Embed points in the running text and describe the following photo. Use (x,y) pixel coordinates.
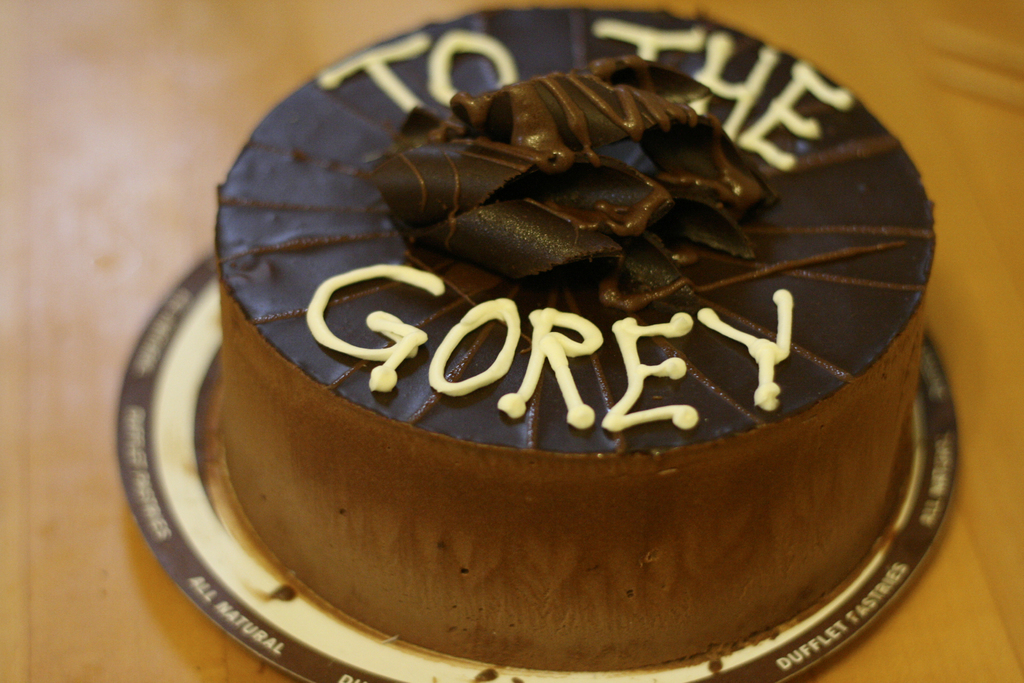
In the center of the image (635,246), we can see a cake (365,396) on the tray (232,589). At the bottom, there is table (112,199).
